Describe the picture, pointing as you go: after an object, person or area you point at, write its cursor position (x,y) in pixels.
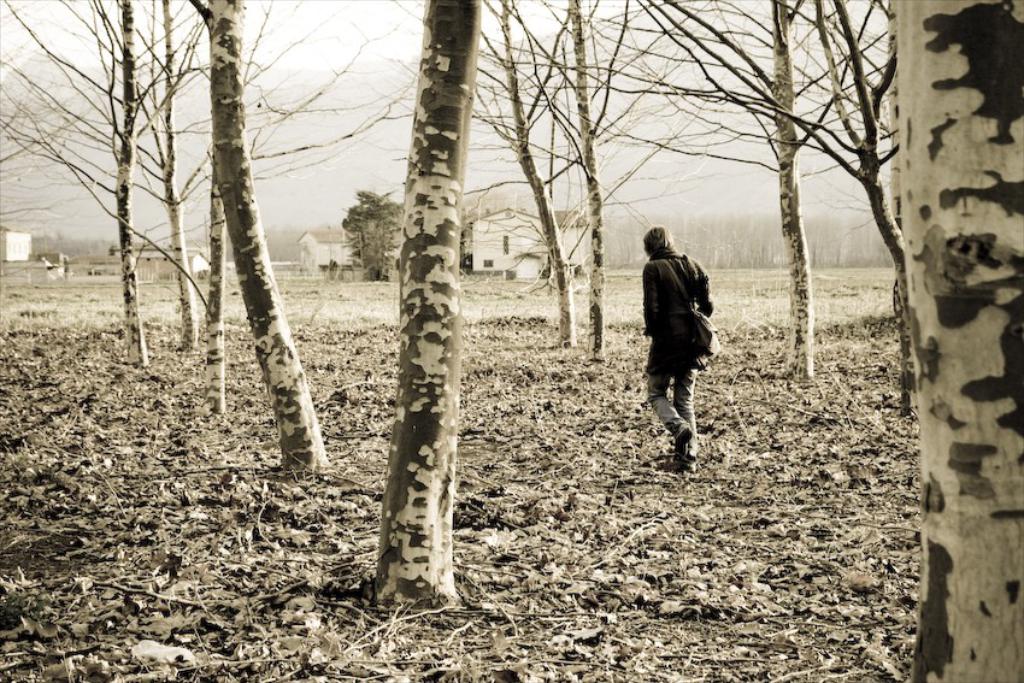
This is an edited image. In the center of the image (680,344) we can see a person (662,300) is walking on the ground (746,379) and wearing a jacket (679,319), bag (702,333). In the background of the image (712,217) we can see the trees (228,9), buildings (521,278). At the top of the image (387,186) we can see the sky (275,119). At the bottom of the image (597,572) we can see the dry leaves (632,389) and twigs (478,462).
